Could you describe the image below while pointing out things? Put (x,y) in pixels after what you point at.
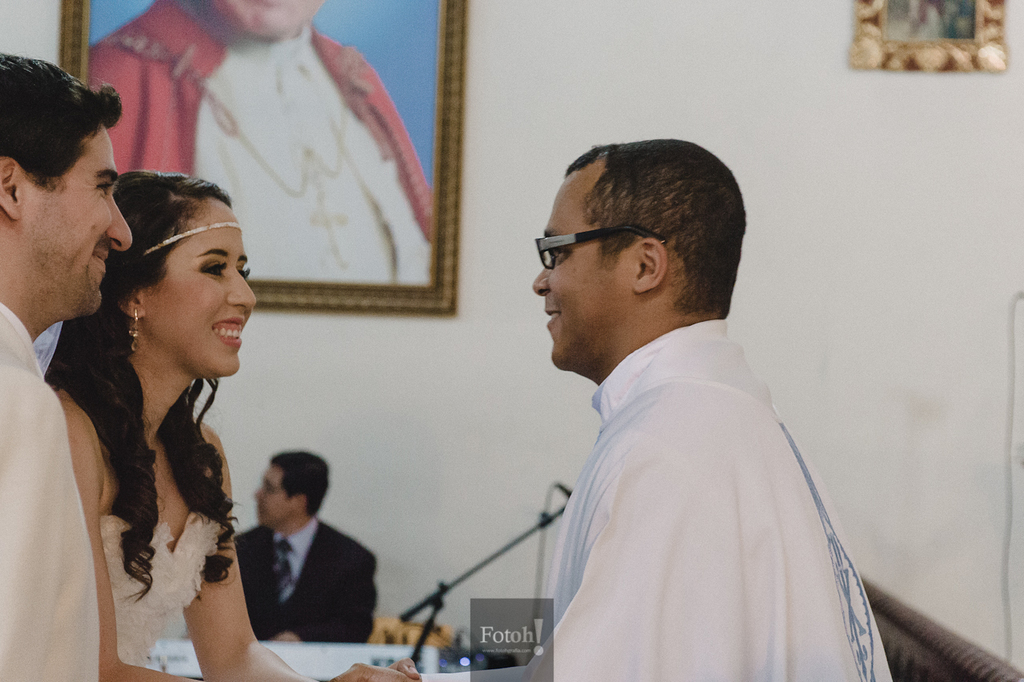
There are people (610,484) and text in the foreground area of the image (593,580), there are frames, a person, a mic (432,618) and other objects (432,601) in the background (429,615).
